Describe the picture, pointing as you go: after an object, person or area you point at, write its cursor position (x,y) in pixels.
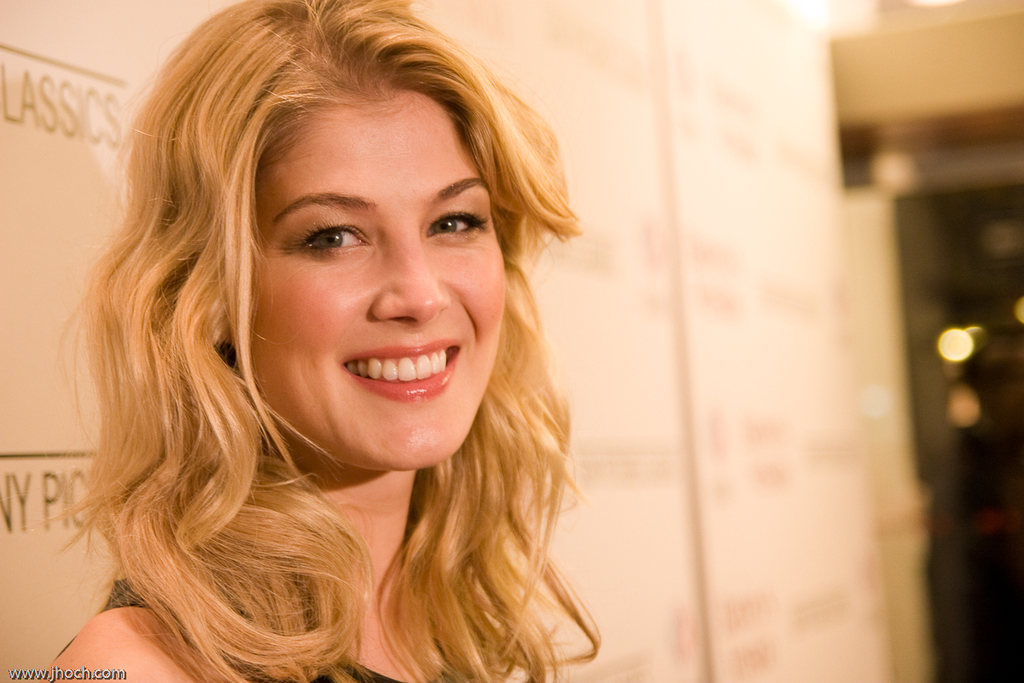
In this image we can see a woman (297,629). She is smiling. In the background (548,279), we can see white color banners (612,140) with some text (32,511).
